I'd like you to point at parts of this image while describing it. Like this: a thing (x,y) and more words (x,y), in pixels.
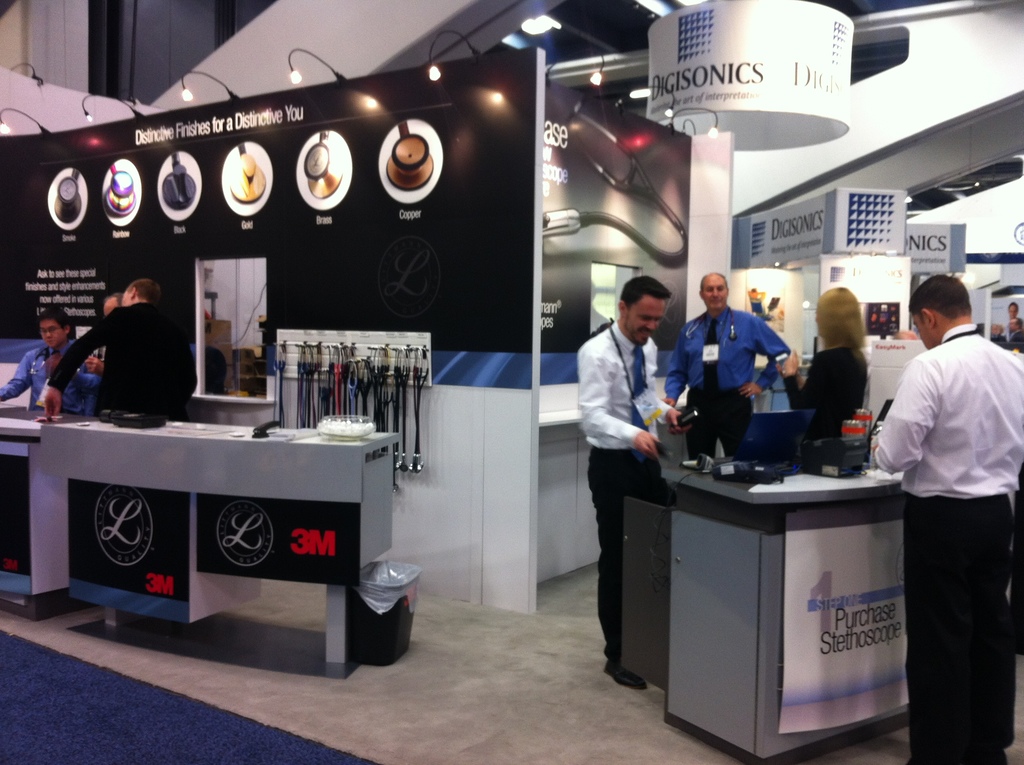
In this image we can see few persons (123,407) are standing on the floor (295,679) at the tables (346,580). On the tables (893,516) we can see objects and posters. In the background (459,308) we can see lights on the ceilings (320,17), hoardings (419,185) and objects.
